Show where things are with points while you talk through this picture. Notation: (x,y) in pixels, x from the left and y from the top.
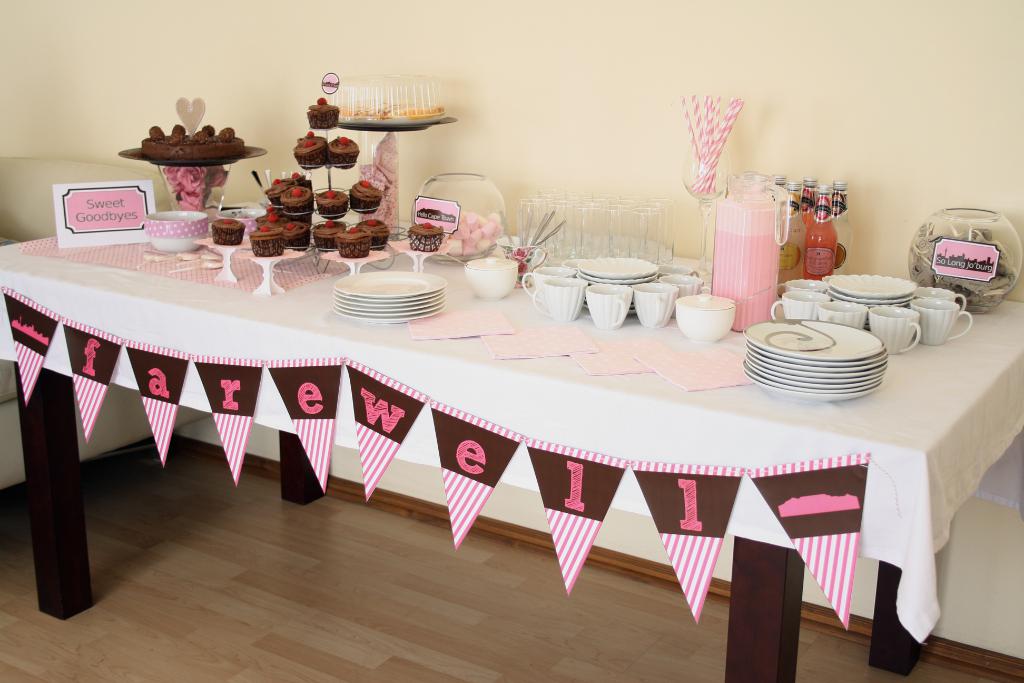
In the foreground (74,252) I can see a table (74,252) on which there are cups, plates (367,313), cup cakes (331,241), bowl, bottles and so on. In the background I can see a wall (353,216). This image is taken in a room (278,511).
